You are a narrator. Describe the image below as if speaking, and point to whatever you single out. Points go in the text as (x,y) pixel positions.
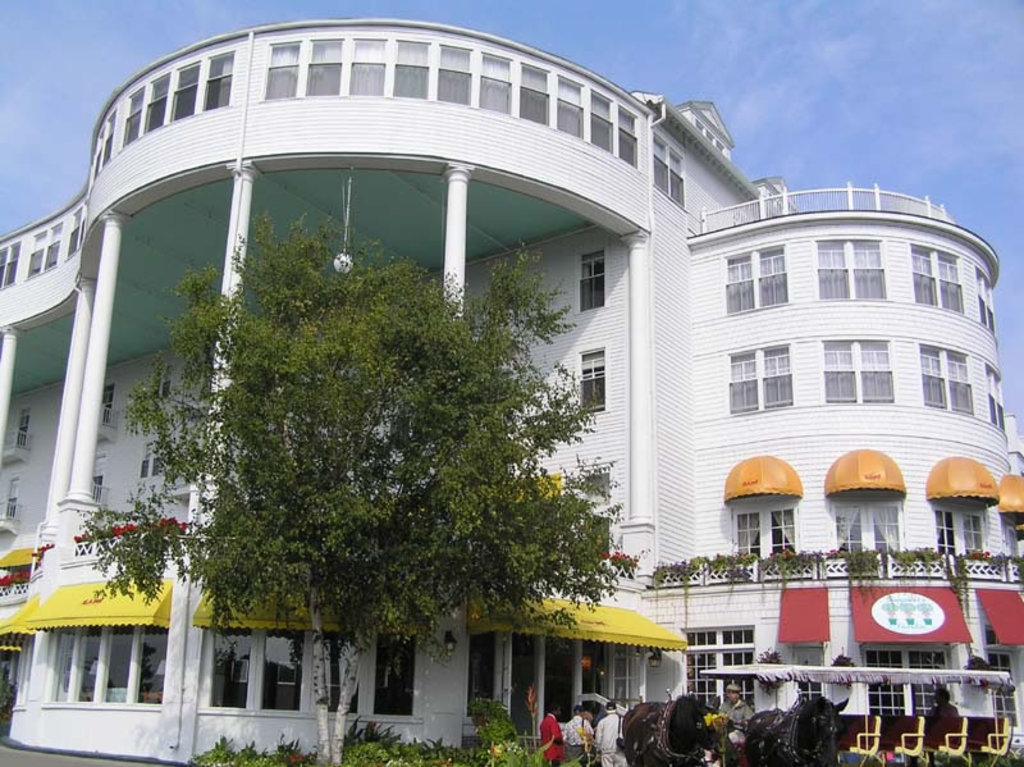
This picture is clicked outside. In the foreground (704,711) we can see the group of people (583,718), chairs (929,723), plants (392,748) and some other objects (826,764). In the center (358,480) we can see the building (321,142) and we can see the tree (336,454) and in the background (680,57) we can see the sky (113,33) and we can see many other objects (936,484).
